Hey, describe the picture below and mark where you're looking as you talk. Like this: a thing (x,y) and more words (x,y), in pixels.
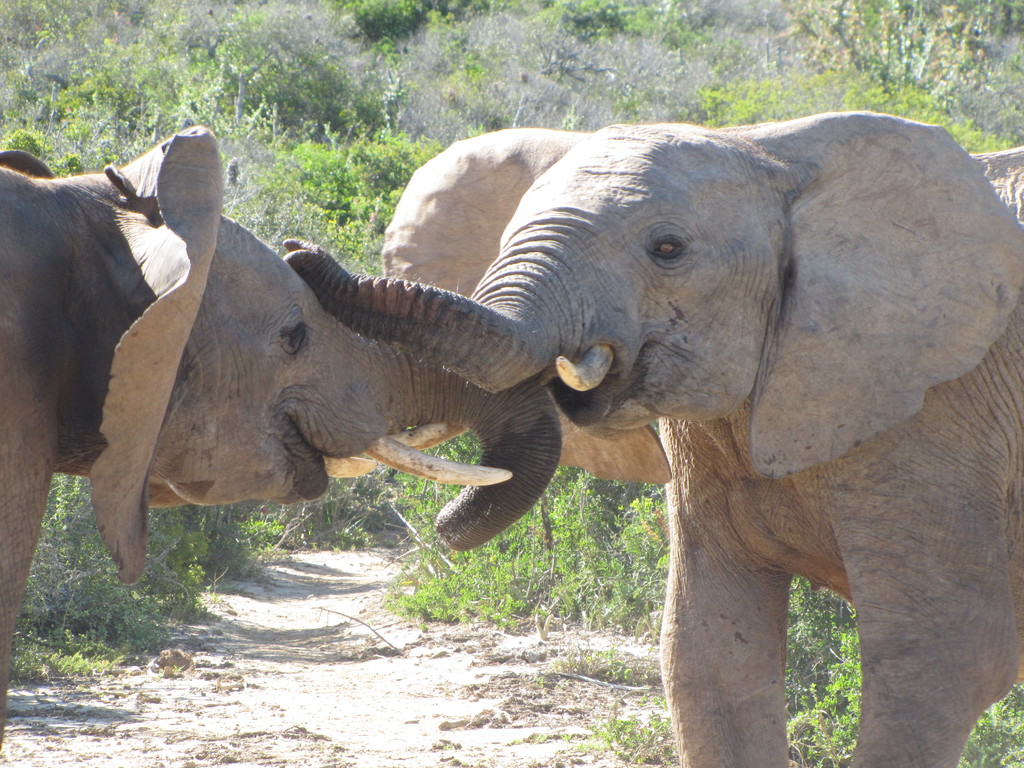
In the center of the image (564,393) we can see two elephants (564,393) are fighting. In the background (409,84), we can see trees (754,118), plants (868,32), grass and a few other objects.
